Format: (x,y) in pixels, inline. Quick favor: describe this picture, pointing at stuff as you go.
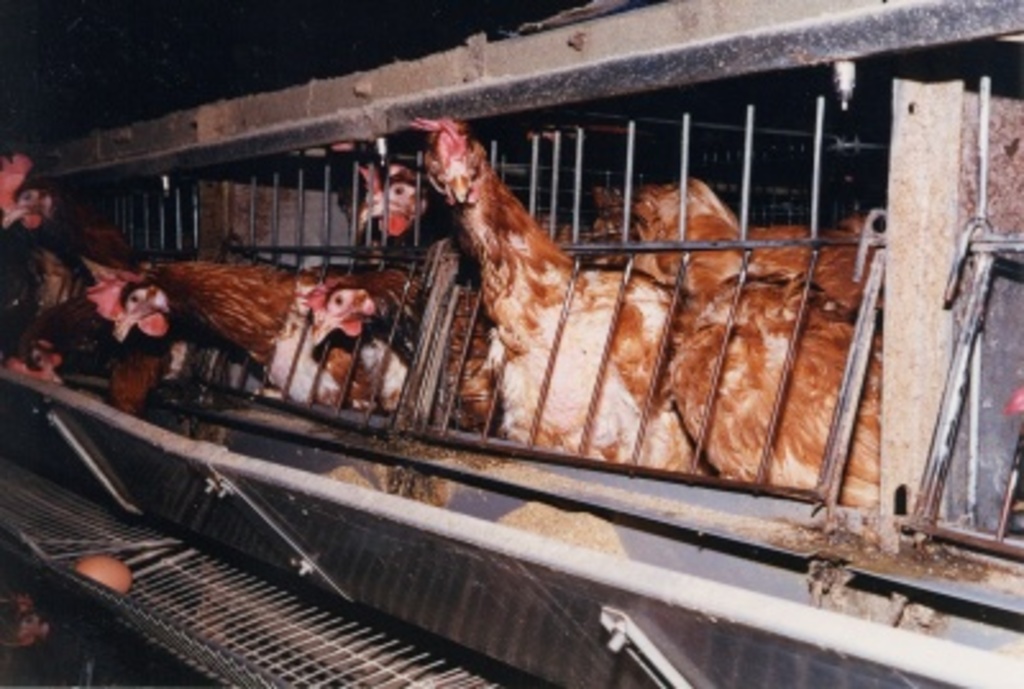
In this picture I can observe hens (489,260) in the cage (493,153) which are in brown color. The background (290,38) is completely dark.
